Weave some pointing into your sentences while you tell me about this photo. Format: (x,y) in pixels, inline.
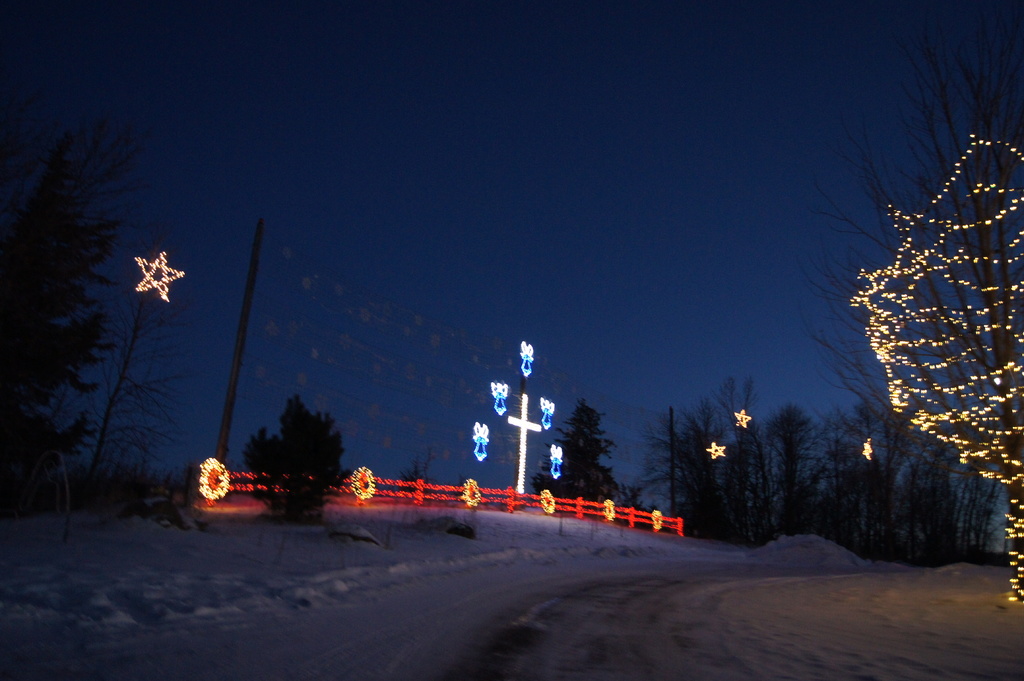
In this image we can see trees (878,505) with stars (738,417), one tree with lights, some bushes (251,467), some grass (402,503), cross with lights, two poles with some decorative items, one Christmas tree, one fence (234,476) decorated with red and gold decorative lights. So much of snow (279,618) on the surface (531,582) and at the top (425,141) there is the sky (425,157).
